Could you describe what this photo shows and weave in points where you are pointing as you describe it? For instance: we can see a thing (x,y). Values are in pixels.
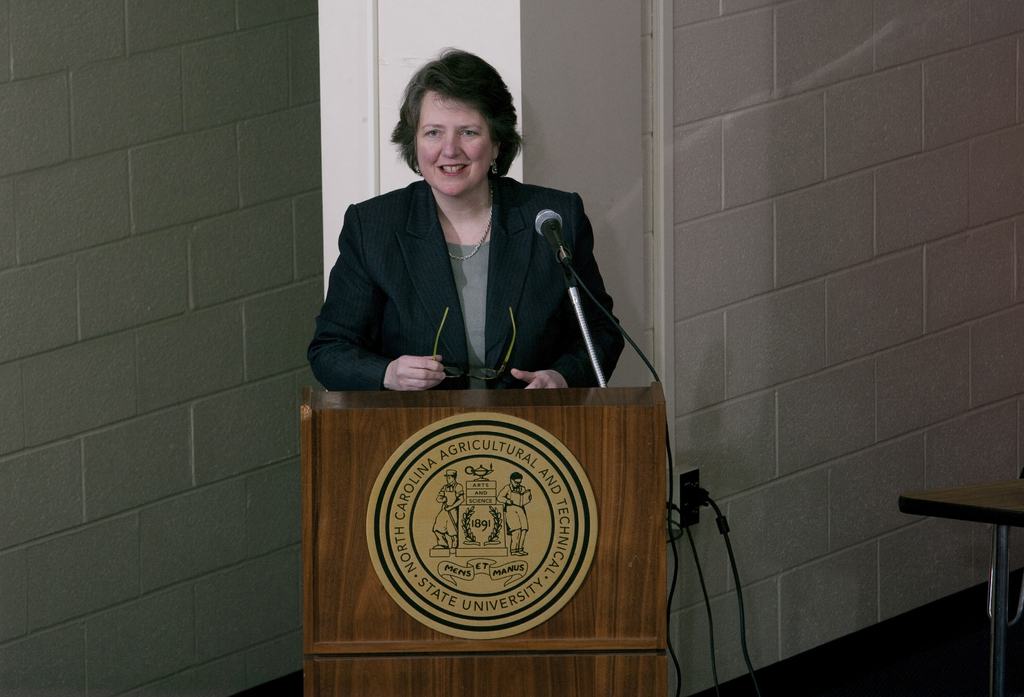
In this image, In the middle (362,429) there is a brown color box (502,441), And a woman (559,335) standing behind the box (590,437), There is a microphone (562,265) in black color, In the right side of the image (988,507) there is a table (984,519) in black and in the background of the image (837,362) there is a wall (807,90) of bricks (803,109) in grey color.
